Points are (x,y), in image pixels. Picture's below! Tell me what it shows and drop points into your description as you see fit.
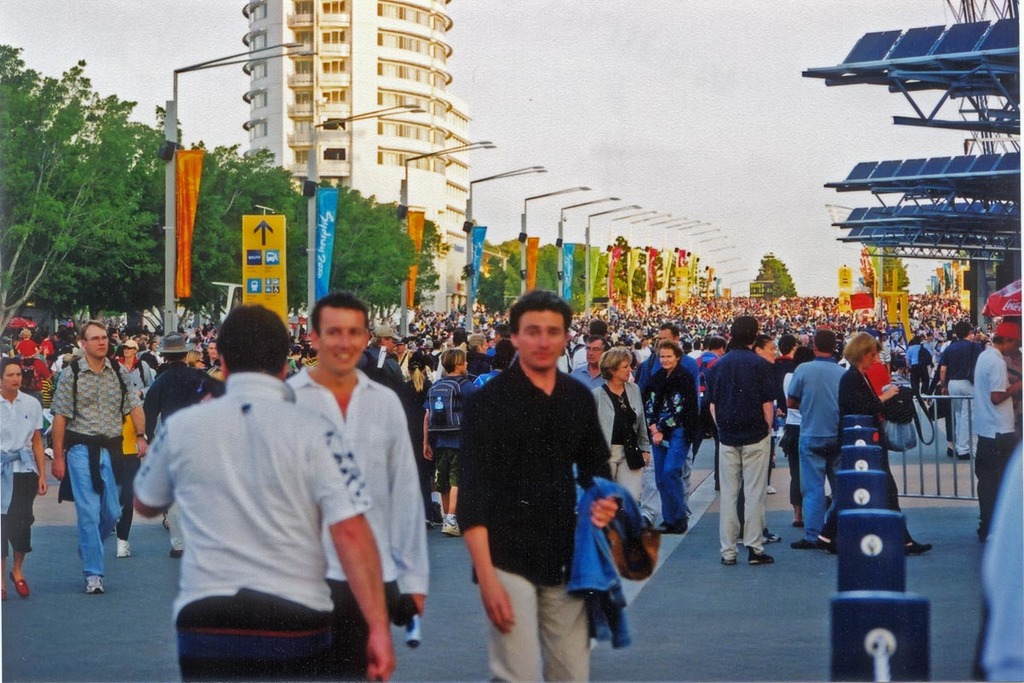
In this picture we can see a group of people (537,553) on the ground (668,564), here we can see a fence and in the background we can see banners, poles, trees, building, sky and few objects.
